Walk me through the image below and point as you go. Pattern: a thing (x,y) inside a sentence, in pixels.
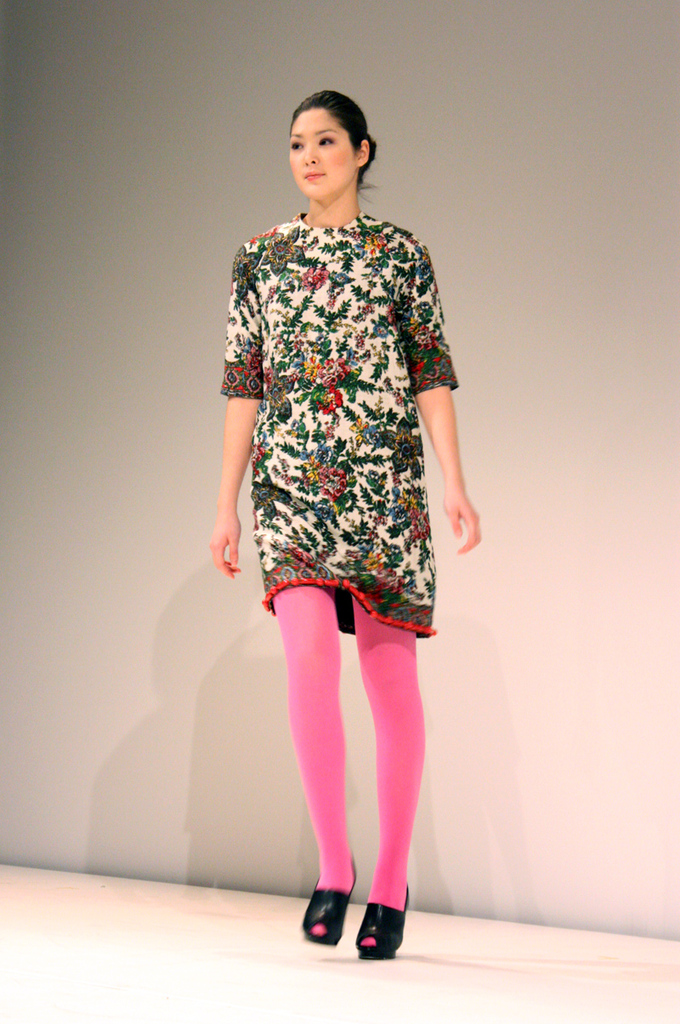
Here we can see a woman (313,607) walking on the floor (573,1017). In the background (200,333) there is a wall (646,331).
